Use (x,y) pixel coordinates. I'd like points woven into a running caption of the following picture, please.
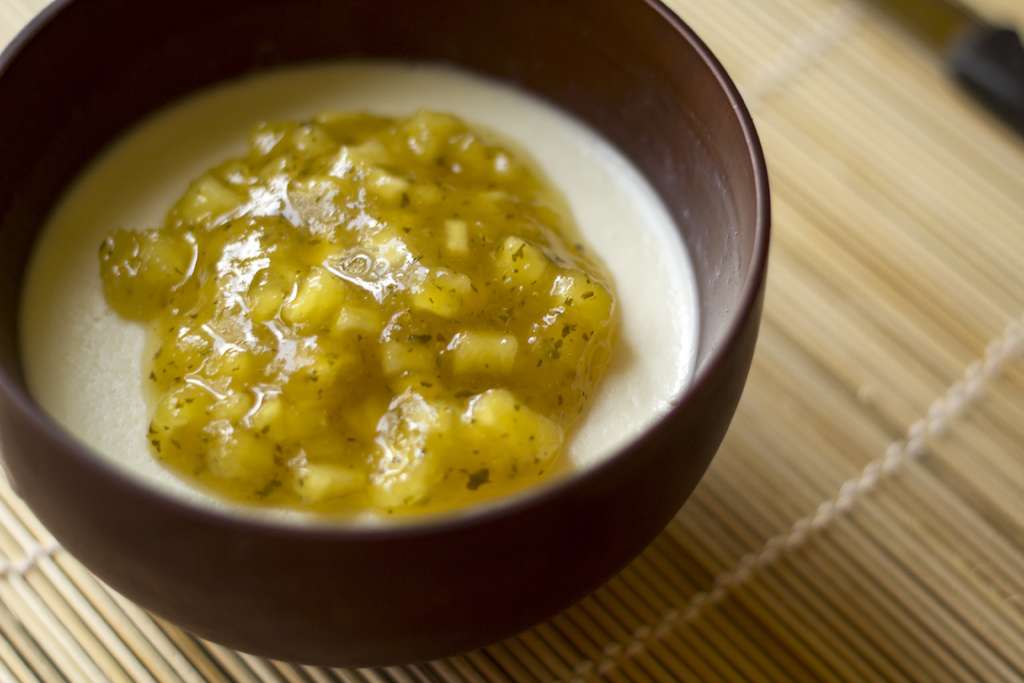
In this image I can see a brown colour bowl (105,477) and in it I can see yellow and white colour thing (281,322). I can also see cream colour surface (702,555) under the bowl (356,571).
